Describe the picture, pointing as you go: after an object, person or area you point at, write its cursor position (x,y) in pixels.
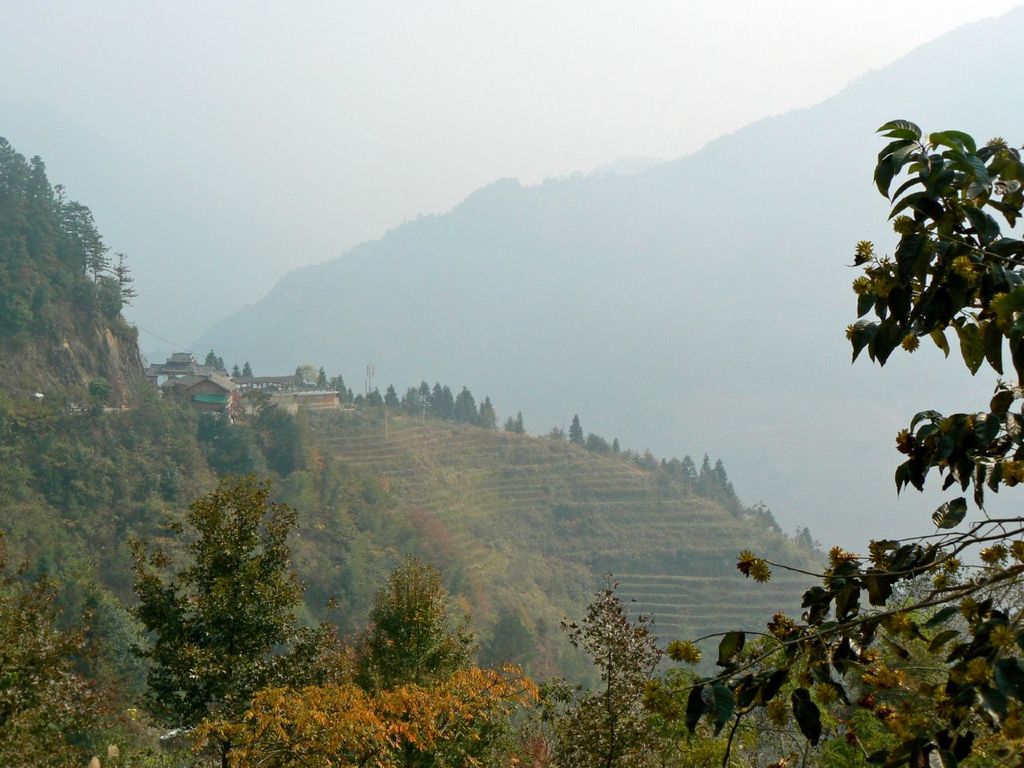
In this image at the bottom (411,596) there are some trees (396,585) and in the center (346,393) there are some houses (329,392), trees (389,397) and in the background (604,264) there are some mountains (582,248). On the top of the image (303,117) there is sky (305,131).
